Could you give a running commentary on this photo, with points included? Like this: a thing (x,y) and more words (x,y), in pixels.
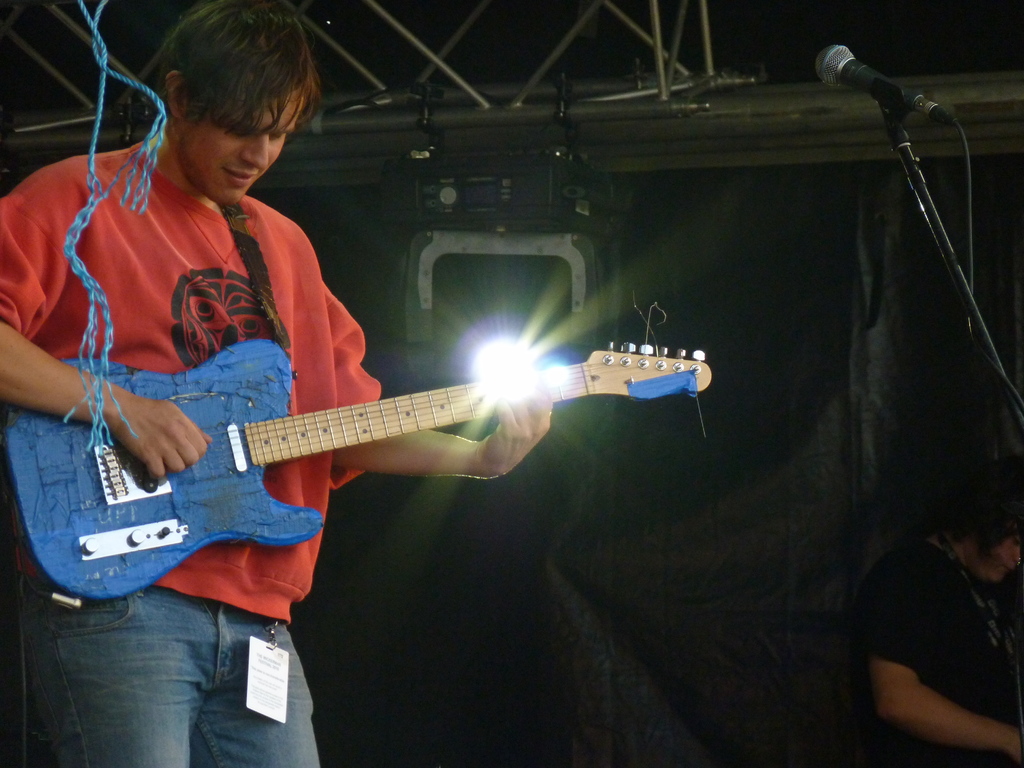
In this picture we can see man (205,128) smiling holding guitar (237,418) in his hand (173,461) and playing beside to him we can see other person (938,648) and a mic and the background (571,39) we can see poles (681,17), light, machine (445,202), ropes (96,57).
